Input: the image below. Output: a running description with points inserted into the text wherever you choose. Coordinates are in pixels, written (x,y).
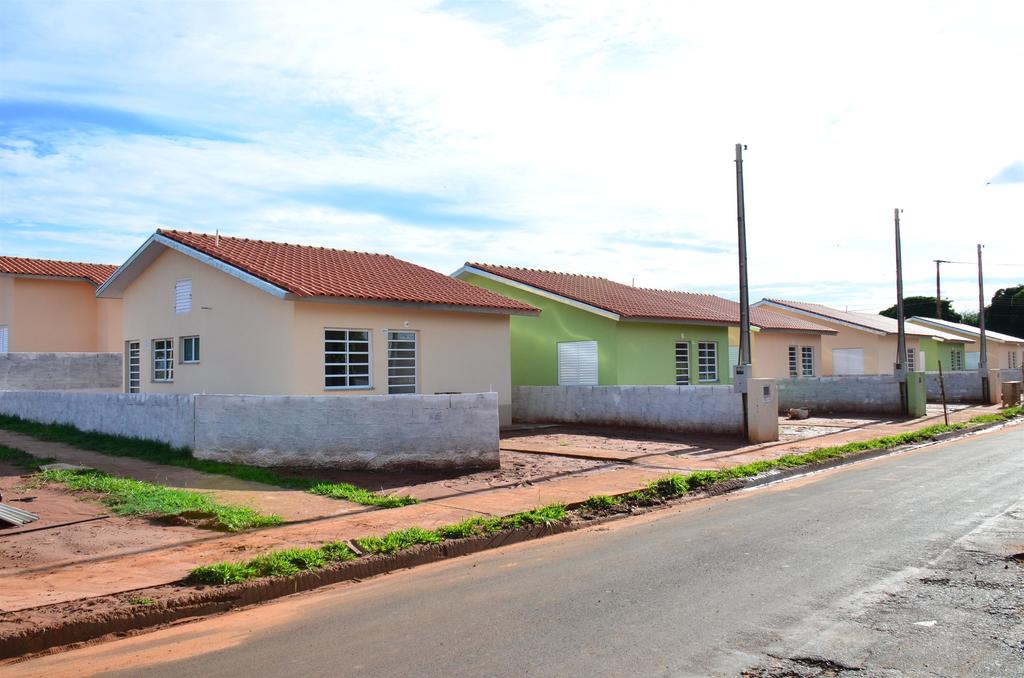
In the foreground of the picture (334,544) there are grass (245,565), road (890,482) and soil (158,550). In the center of the picture (590,289) there are houses (410,350), wall (550,393), poles (900,300) and trees (1013,294). Sky (505,128) is sunny.
